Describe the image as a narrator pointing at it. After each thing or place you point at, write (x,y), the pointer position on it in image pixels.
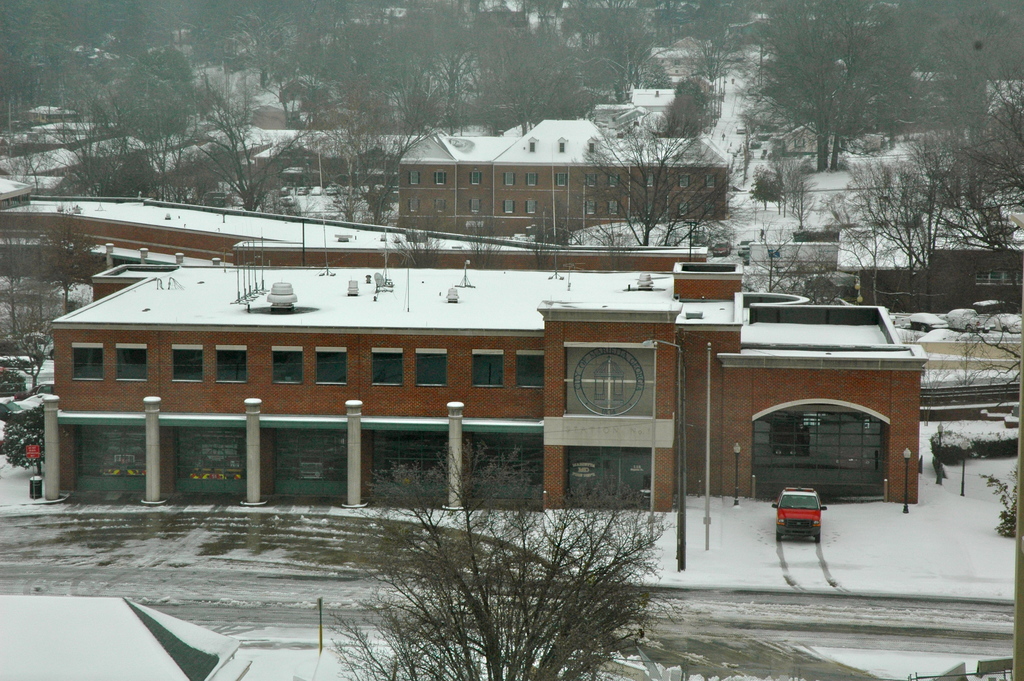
This picture is clicked outside. In the foreground (545,674) we can see the dry stems (475,585) and branches (514,612) of the tree (561,618). In the center (532,323) we can see the buildings (231,268), metal rods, lamp posts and a car (790,502) seems to be parked on the ground (839,536) and we can see the snow (341,521). In the background (97,182) we can see the trees (97,166), houses (620,114) and some other items (978,319).
